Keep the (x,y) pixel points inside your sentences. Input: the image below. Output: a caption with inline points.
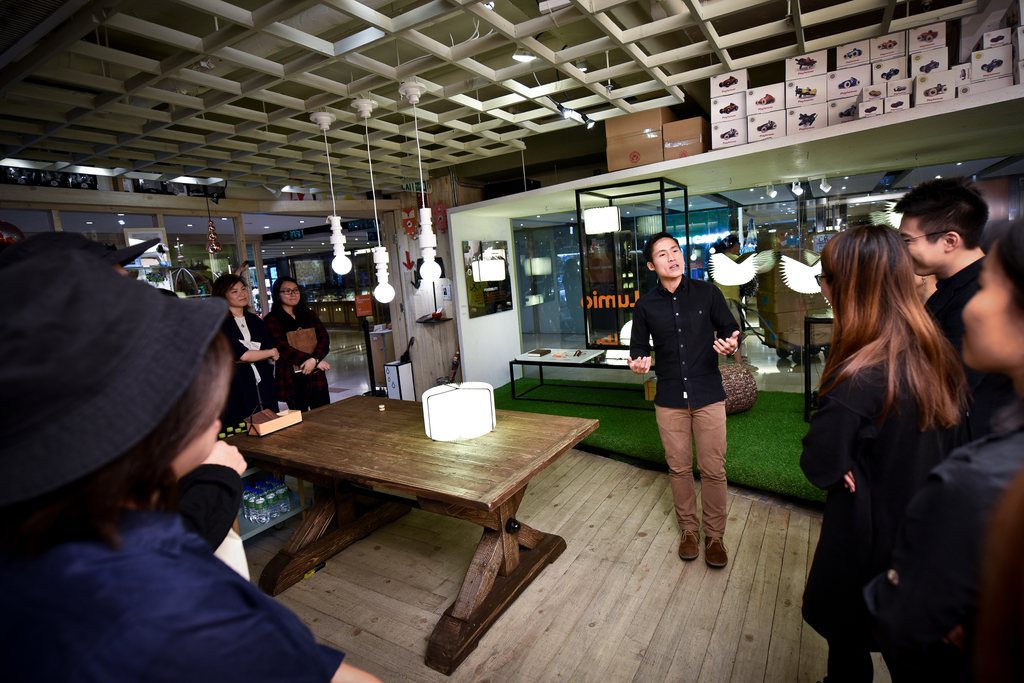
In this image I can see the group of people (193,545) standing. And these people (936,384) are wearing the different color dresses (842,397). I can see the white color object (463,406) on the table (417,481). In the back (565,284) I can see few more tables (557,352), the glass wall (540,259) and also a board (492,288) to the wall (494,348). I can see some cardboard boxes (656,146) in the top (704,133). And I can also see some lights (431,270) in the top (210,221).
